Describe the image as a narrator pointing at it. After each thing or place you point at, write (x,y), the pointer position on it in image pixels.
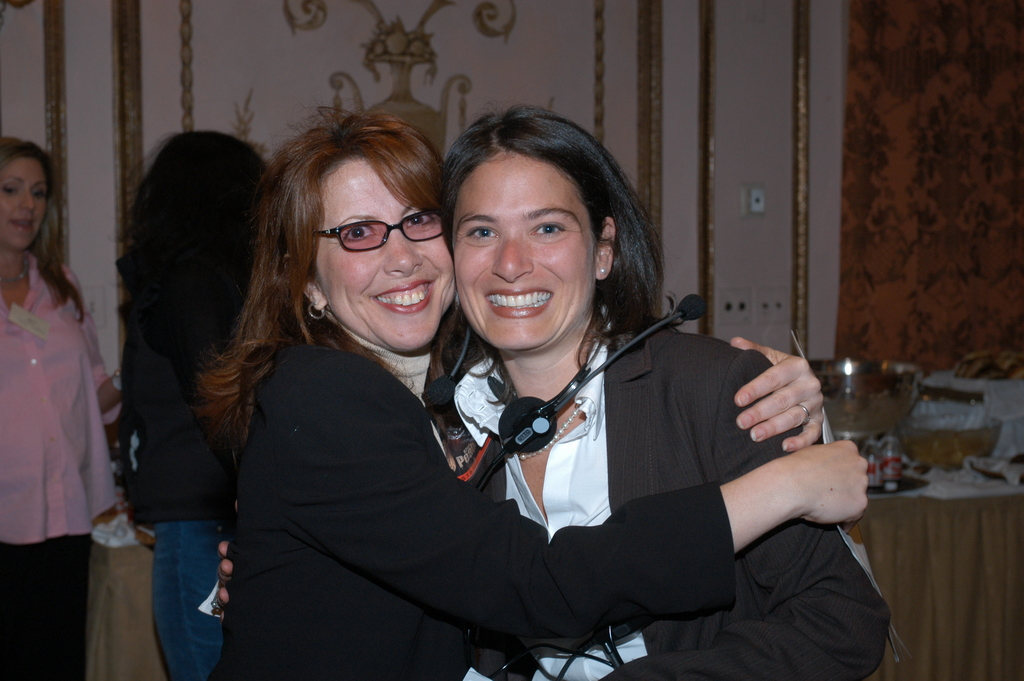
In the center of the image (429,393) there are two women (290,610). In the background of the image (503,22) there is wall (192,24). There is a table (962,514) on which there are objects (868,430). To the left side of the image (3,653) there is a lady (18,298) standing.
